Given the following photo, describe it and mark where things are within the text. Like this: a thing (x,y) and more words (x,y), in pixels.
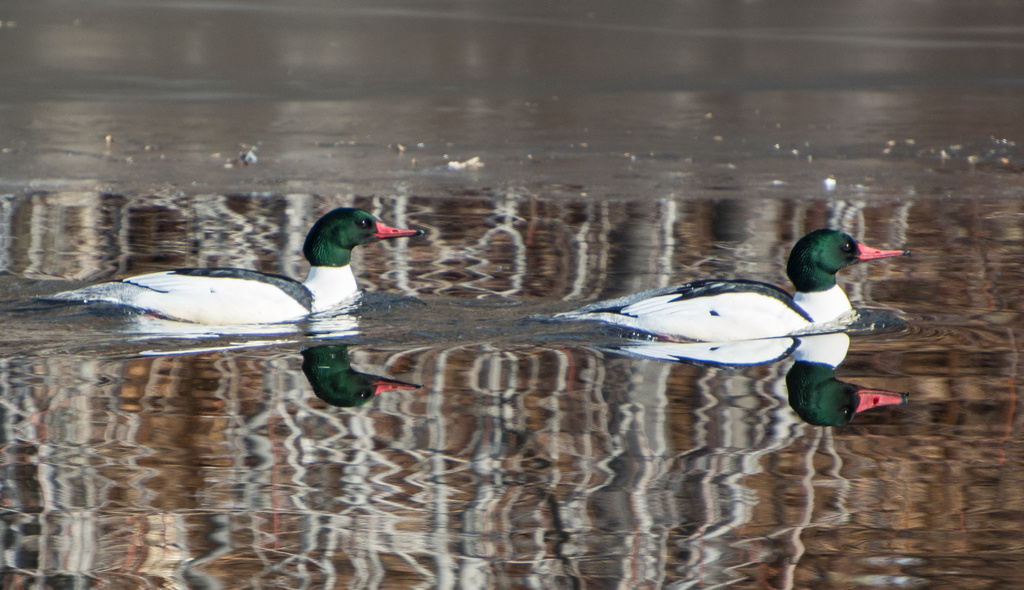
2 Ducks (749,326) are in white and green swimming in this water (444,448).
